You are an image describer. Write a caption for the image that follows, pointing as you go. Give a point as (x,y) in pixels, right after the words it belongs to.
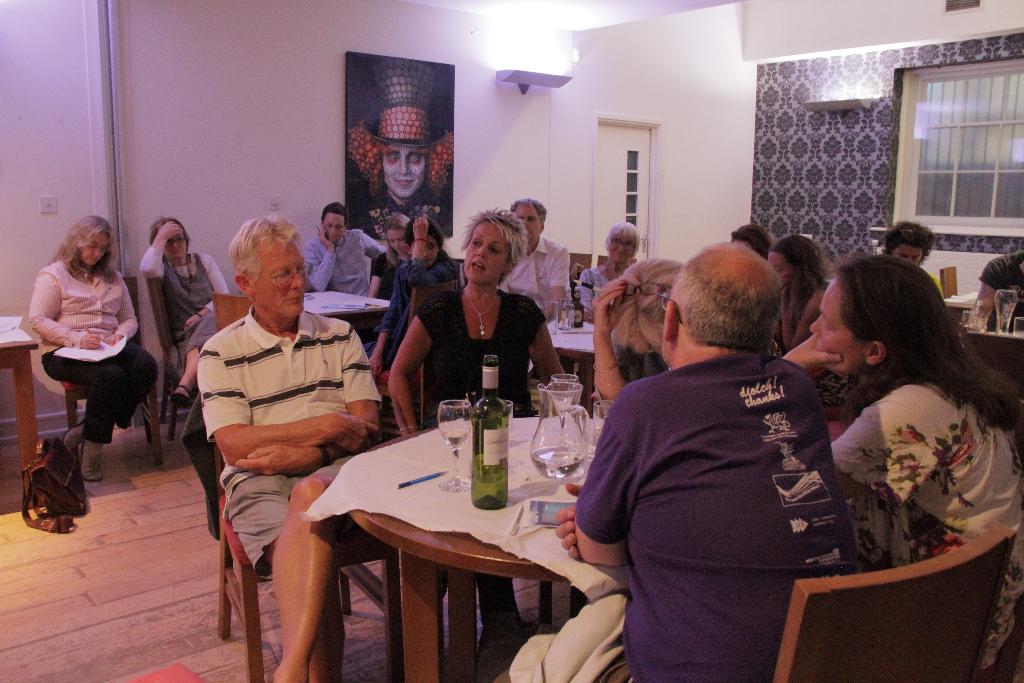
There are group (208,292) of people sitting on the chairs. this is a table (424,533) covered with a cloth (407,505). Here are a wine glass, jug (567,436) and a bottle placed on the table (426,515). I can see a bag (81,485) kept on the floor (108,499). This is a photo frame (360,136) attached to the wall (249,114), and here is a door (628,187) with a door handle (645,241). This looks like a window (979,152).
